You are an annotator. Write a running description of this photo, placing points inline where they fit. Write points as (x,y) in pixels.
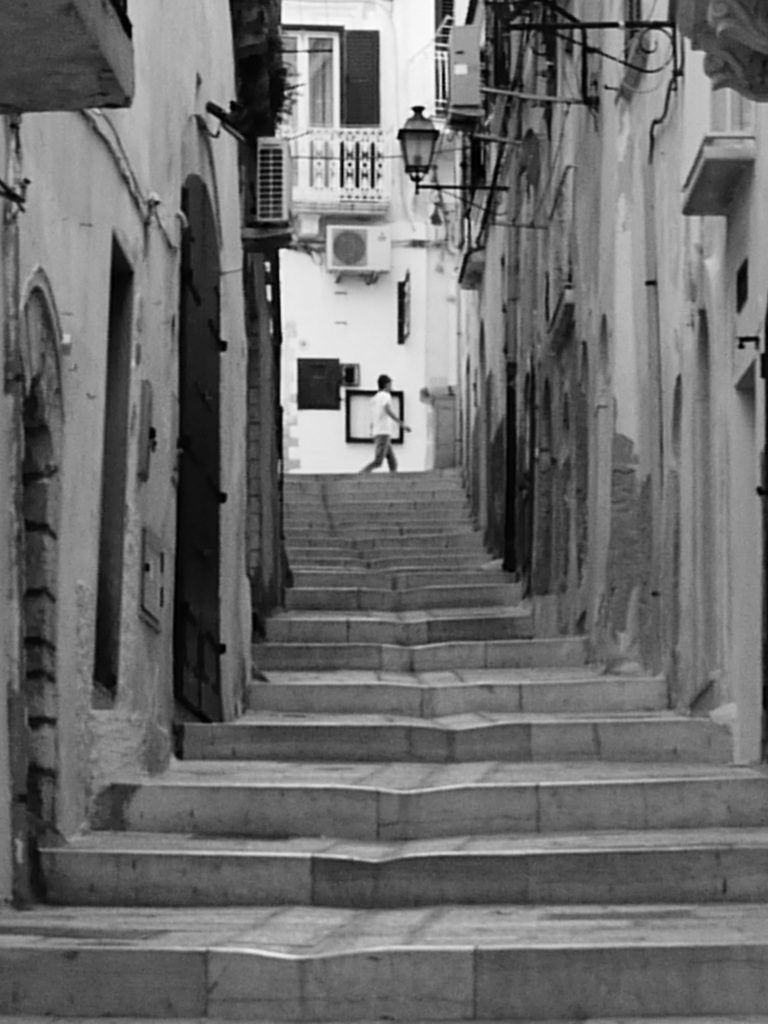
This is a black and white image. In this image there are steps (422,577). On the sides there are walls (480,445). On the wall (472,298) there is a light lamp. In the back (374,427) there is a person (376,400) walking and also there is a building (307,164) with windows (331,76) and AC (370,260).
